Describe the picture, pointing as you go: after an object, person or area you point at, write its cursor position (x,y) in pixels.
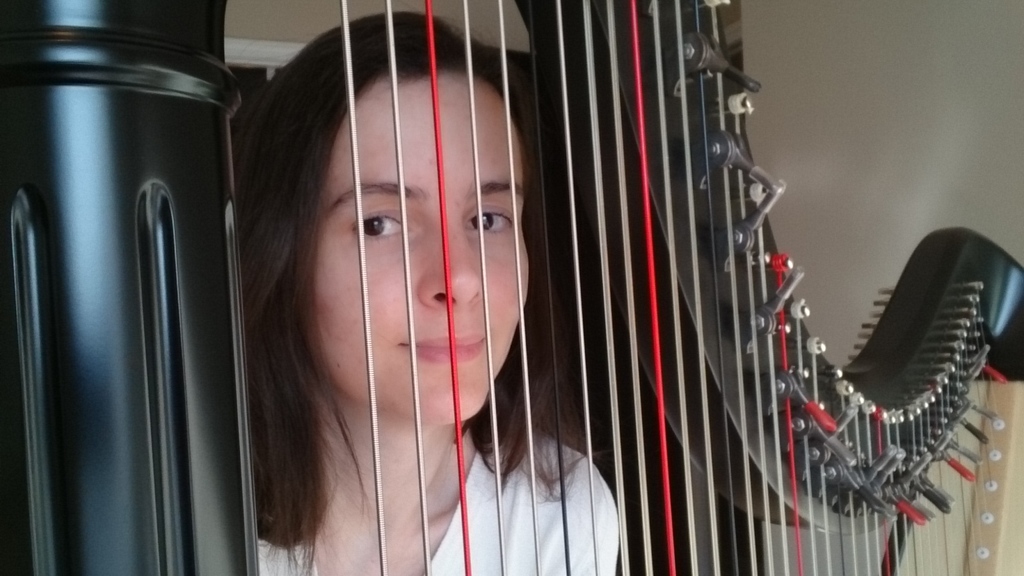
In this picture, it seems like a musical instrument (591,292) in the foreground (582,316) and a woman (466,263) standing behind it.
